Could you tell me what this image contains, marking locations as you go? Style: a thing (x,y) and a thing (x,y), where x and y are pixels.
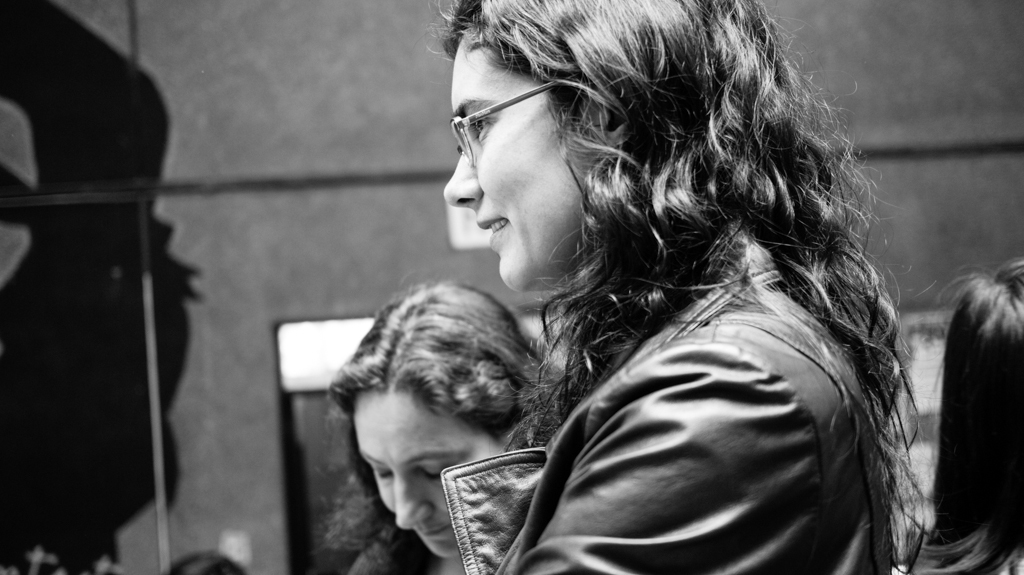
In this picture there are people (540,509). In the background of the image (307,163) it is not clear and we can see wall (252,277).
